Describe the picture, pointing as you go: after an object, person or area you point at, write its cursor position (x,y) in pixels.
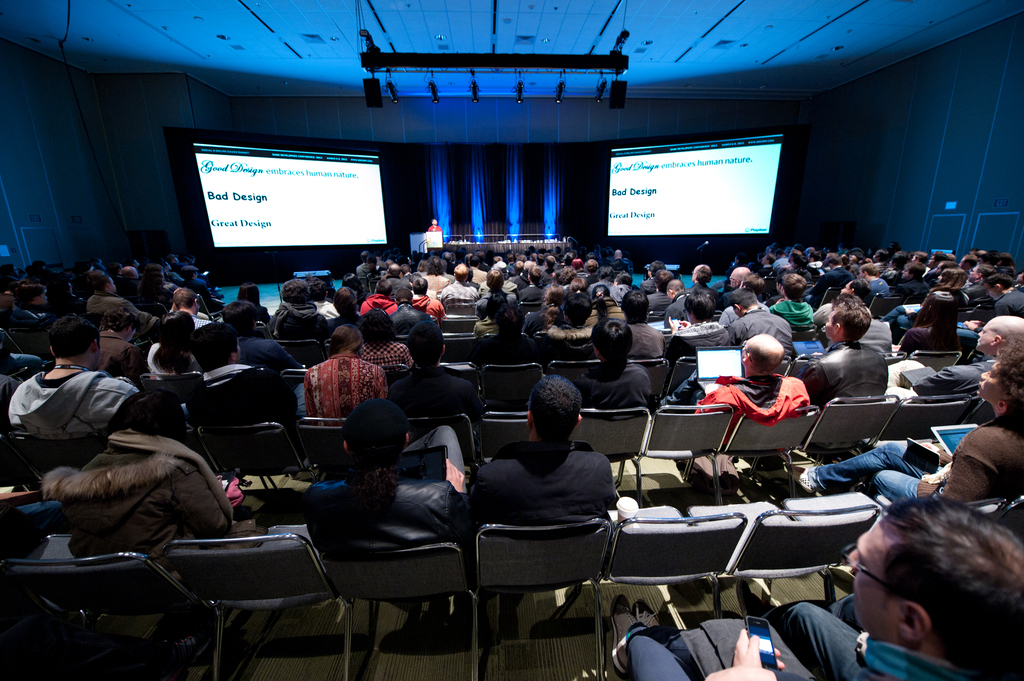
This picture is of inside the hall (228,313). In the foreground (199,336) we can see the group of people (631,338) sitting on the chairs (794,426). In the background (716,193) we can see the two projector screens (685,178) and a person (432,225) standing behind the podium (436,240) and curtains (498,170) and a wall (561,112).
